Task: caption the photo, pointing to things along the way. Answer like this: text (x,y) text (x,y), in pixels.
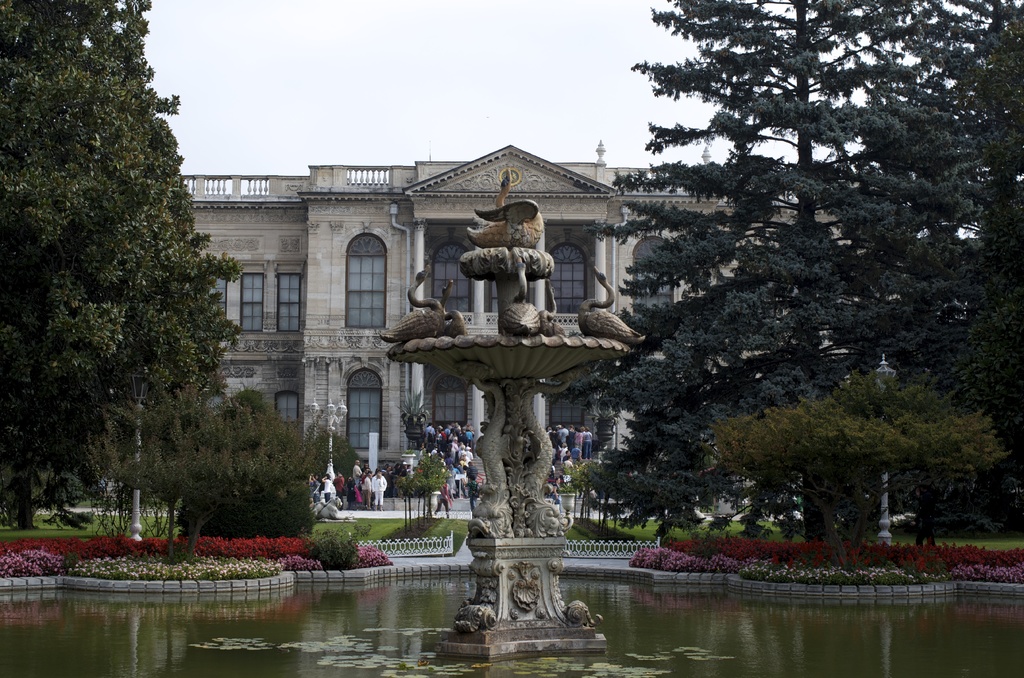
In this picture we can see a fountain (514,655), water (480,677) and in the background (19,239) we can see a building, people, trees (843,442), sky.
